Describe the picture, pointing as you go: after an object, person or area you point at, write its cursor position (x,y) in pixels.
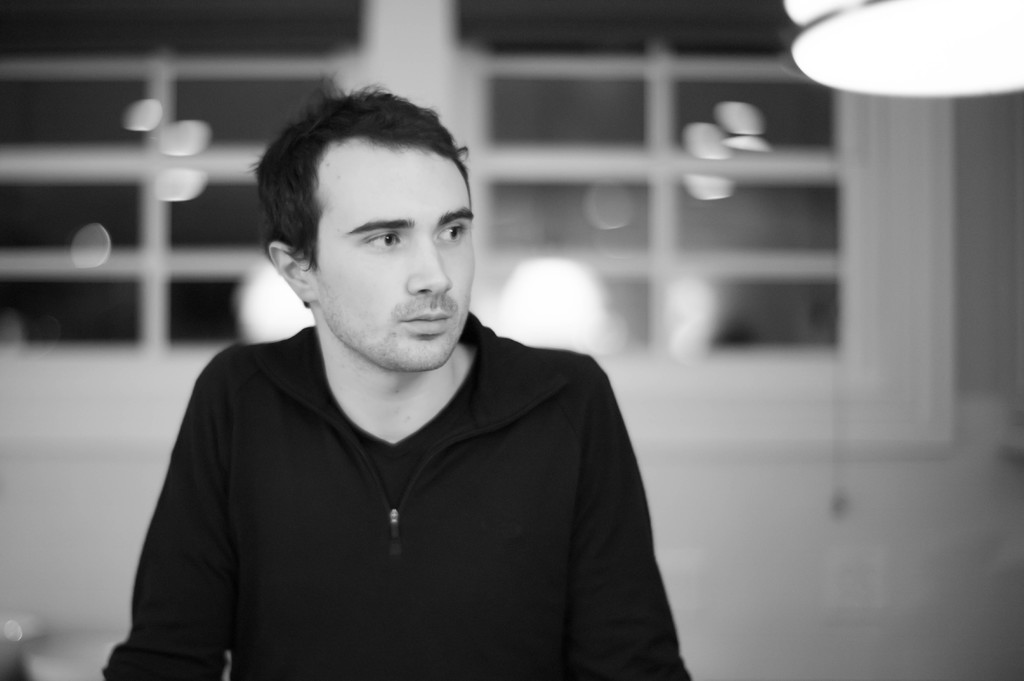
In this image there is a person (424,492) looking at the right side of the image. In the background (755,458) there is a wall (724,584) and windows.
